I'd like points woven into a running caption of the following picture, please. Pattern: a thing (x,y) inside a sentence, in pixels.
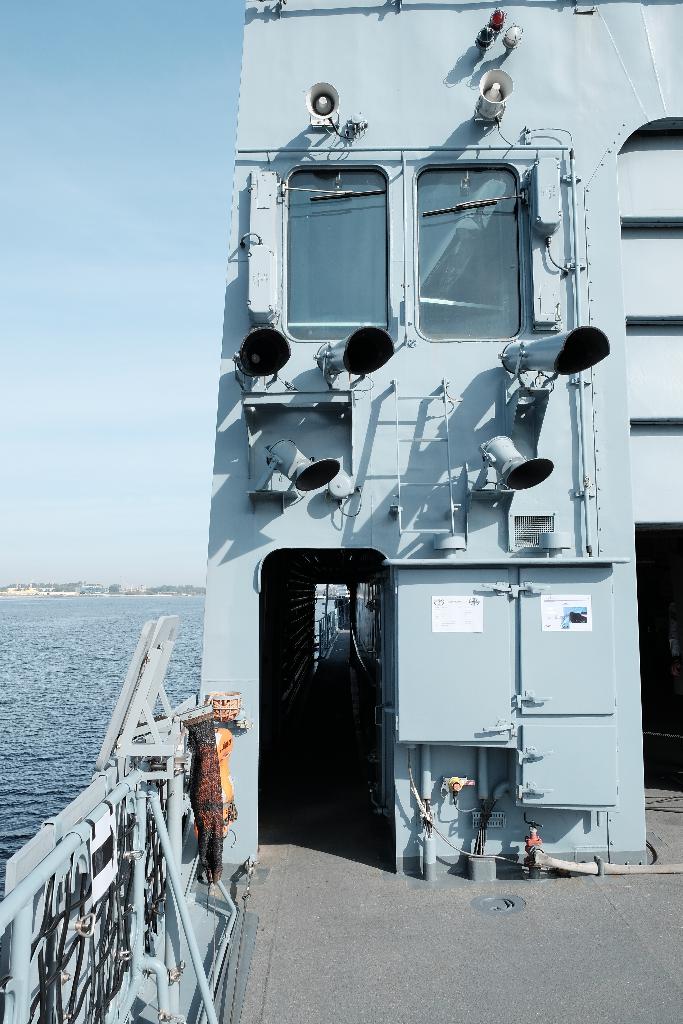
In this image in the foreground (303,906) there is one ship (162,824), and there are some pipes (187,911) rods (187,911) and some objects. At the top (491,79) there are two speakers (325,101) and in the background (86,613) there is a beach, and at the top of the image (118,195) there is sky (115,270).
